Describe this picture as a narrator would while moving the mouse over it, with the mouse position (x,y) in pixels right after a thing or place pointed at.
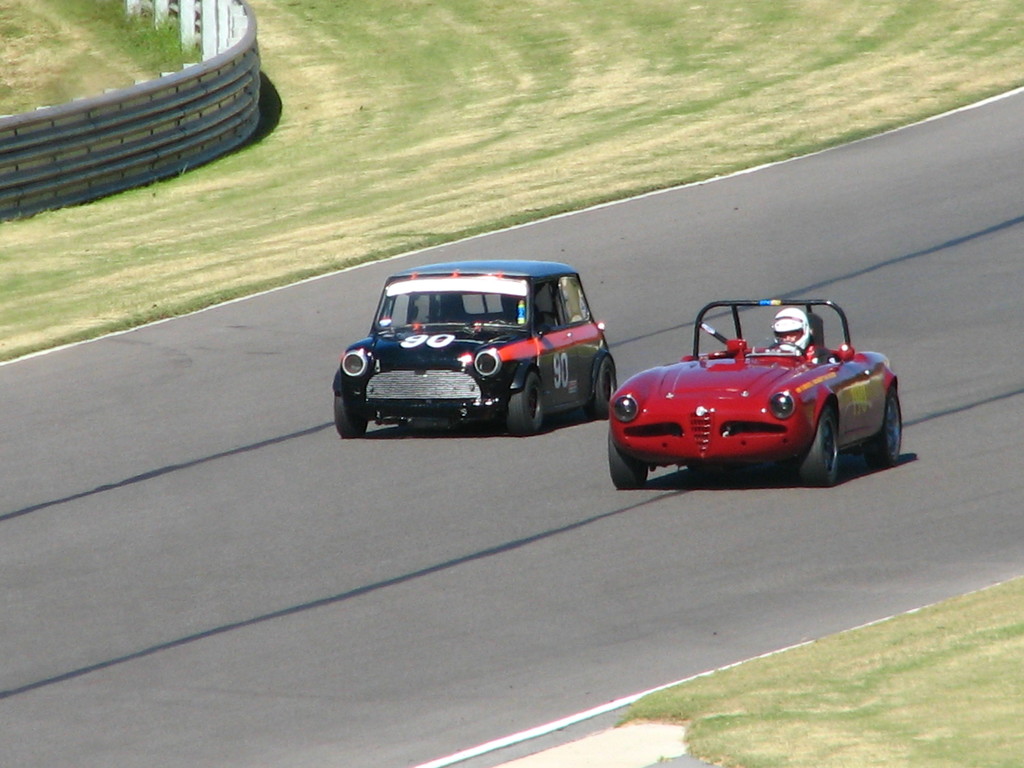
In this image there are two cars (502,408) on the road (603,472), beside the road (62,636) there is grass (349,189) and a fence (155,110).
